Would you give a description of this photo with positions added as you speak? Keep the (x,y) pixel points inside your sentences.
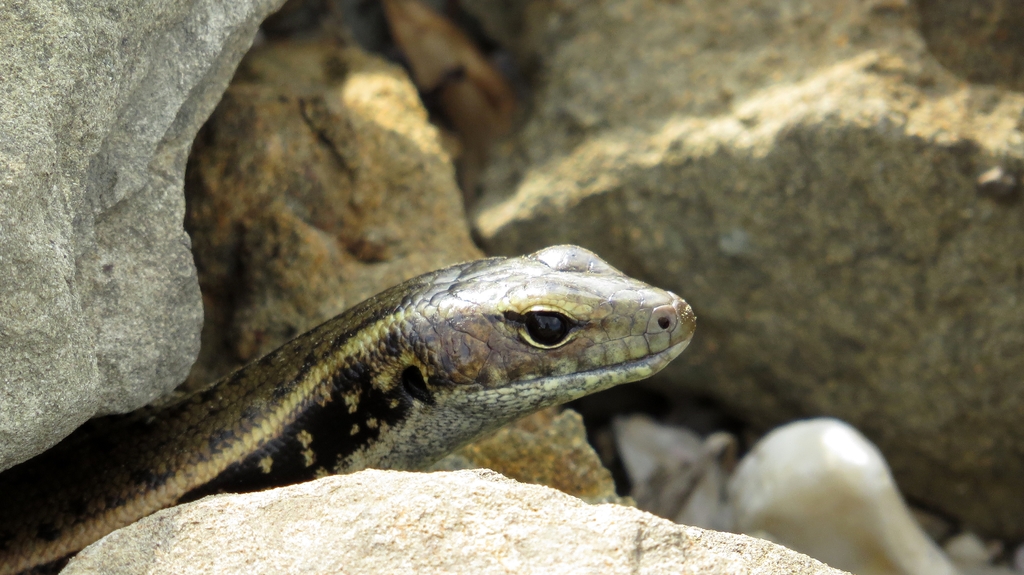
In the center of the image (522,281) we can see a lizard (375,379). In the background (201,151) there are rocks (726,459).
